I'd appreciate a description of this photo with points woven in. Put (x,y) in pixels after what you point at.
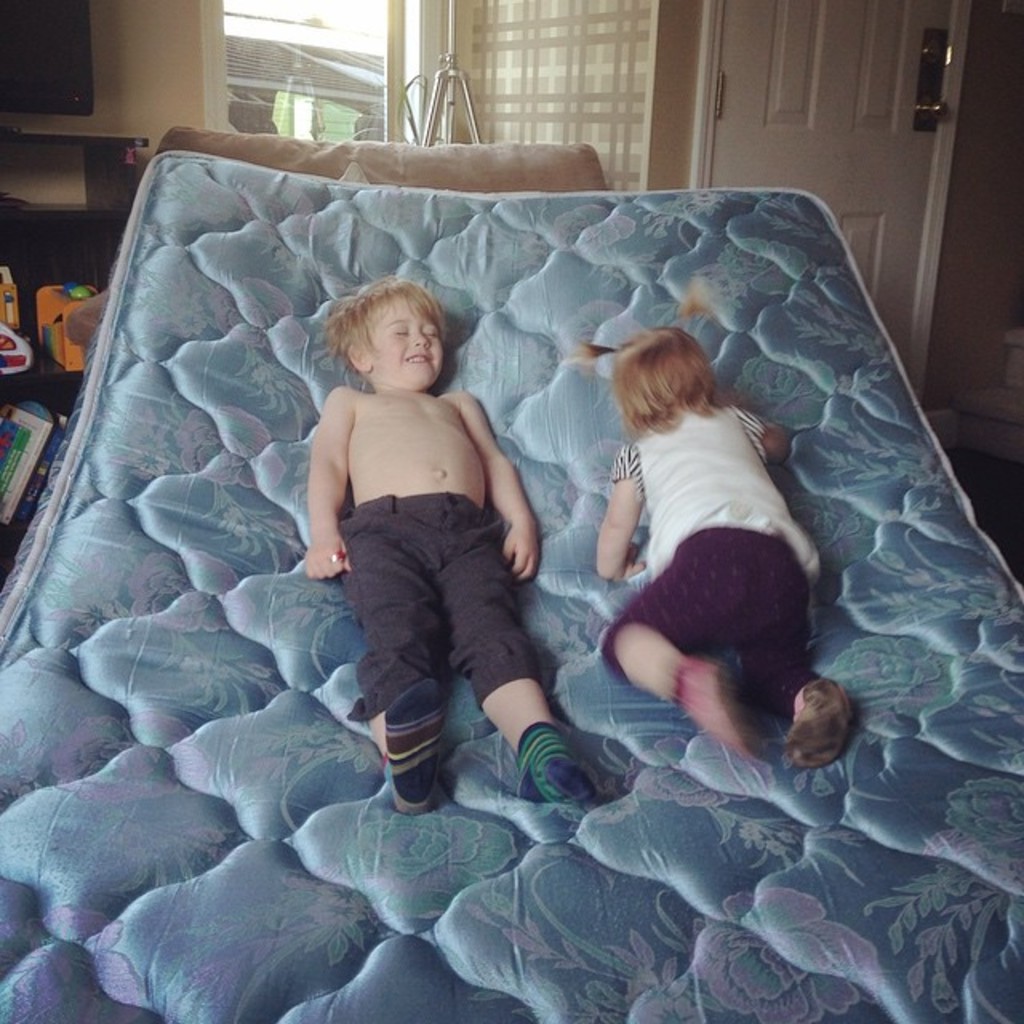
In the image we can see there are kids (465,461) who are lying on the mattress (582,298).
